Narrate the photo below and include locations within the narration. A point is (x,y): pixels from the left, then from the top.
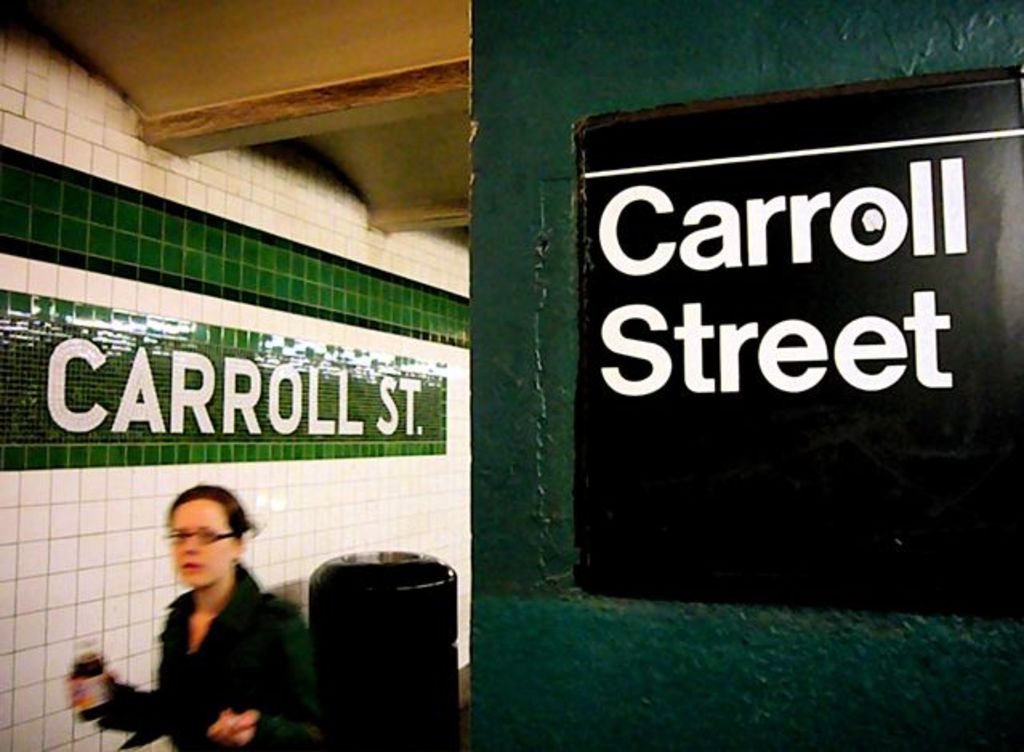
In this image we can see a woman (203,585) holding an object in her hands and we can also see walls (396,336) with some text (948,220).
